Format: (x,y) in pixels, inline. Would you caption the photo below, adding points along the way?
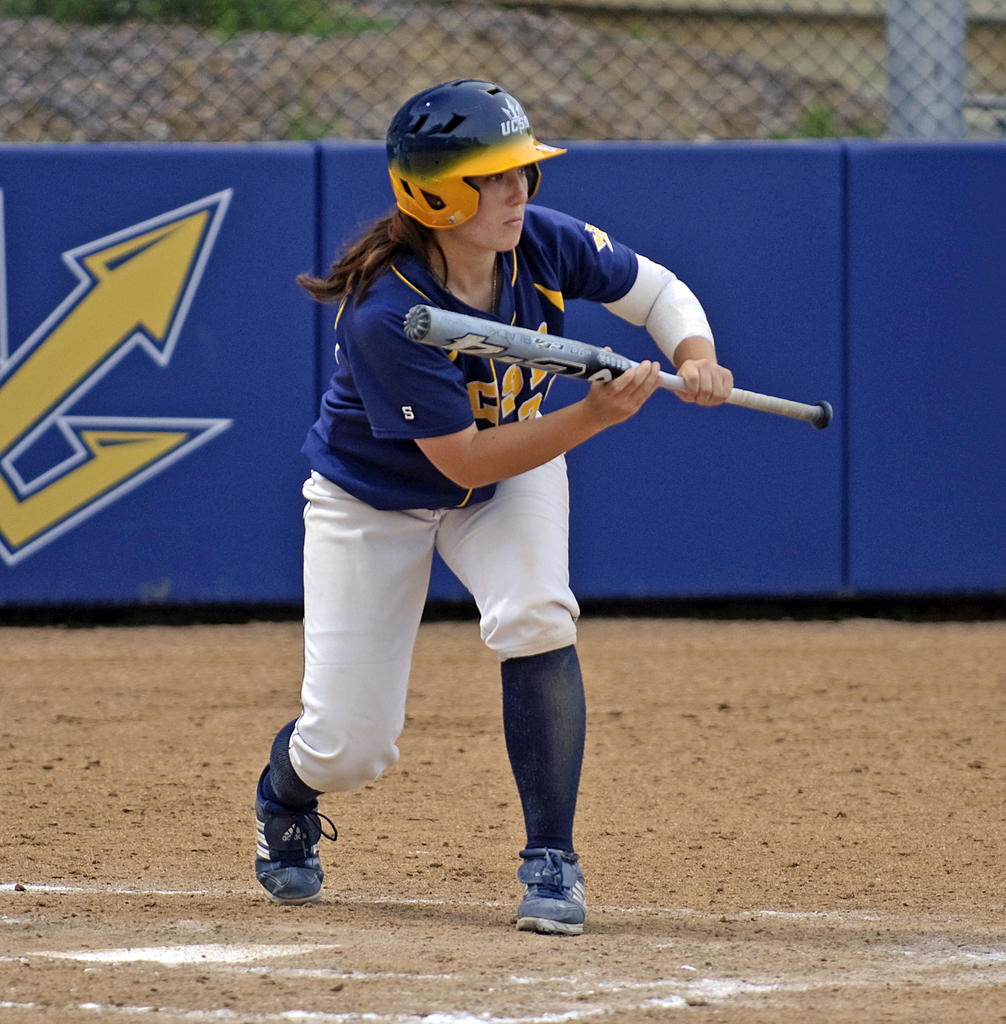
In this image, we can see a woman (447,361) is holding a bat (499,355) and wearing a helmet (458,188). She is standing on the ground (500,973). Here we can see white lines (281,1018). Background (8,534) there is a banner (48,535), mesh (628,107), pole (898,91), few plants (204,17).
